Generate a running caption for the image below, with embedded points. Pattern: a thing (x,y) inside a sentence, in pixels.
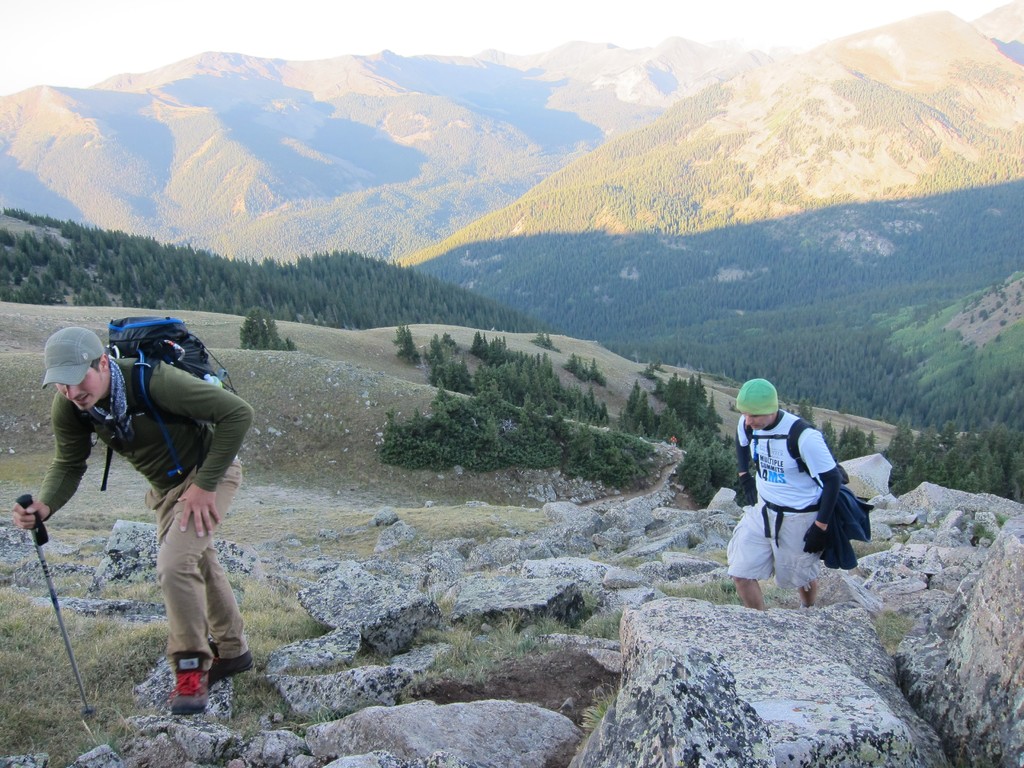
In this picture we can see two persons (177,560). He wear a cap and he is carrying his backpack (165,324). These are the trees (513,374). On the background (632,99) there is a mountain (641,50). And this is sky (456,30).
